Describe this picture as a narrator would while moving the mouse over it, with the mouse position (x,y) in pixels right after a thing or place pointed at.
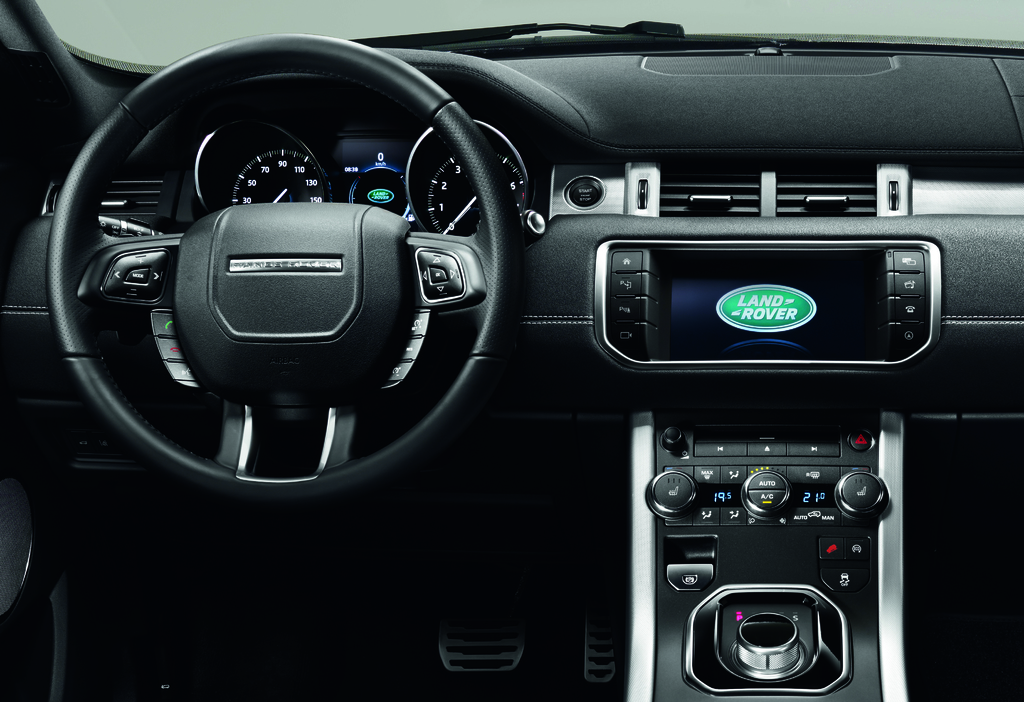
IN this image, I can see the inside view of a car (556,392). This is a steering wheel (217,306) I can see an auto gauge (270,186). This looks like a music player (722,284). I think this is a gear (753,628) and regulators (664,494). This is the dashboard (748,87). I can see a glass wiper (494,32) on the glass (420,20).
